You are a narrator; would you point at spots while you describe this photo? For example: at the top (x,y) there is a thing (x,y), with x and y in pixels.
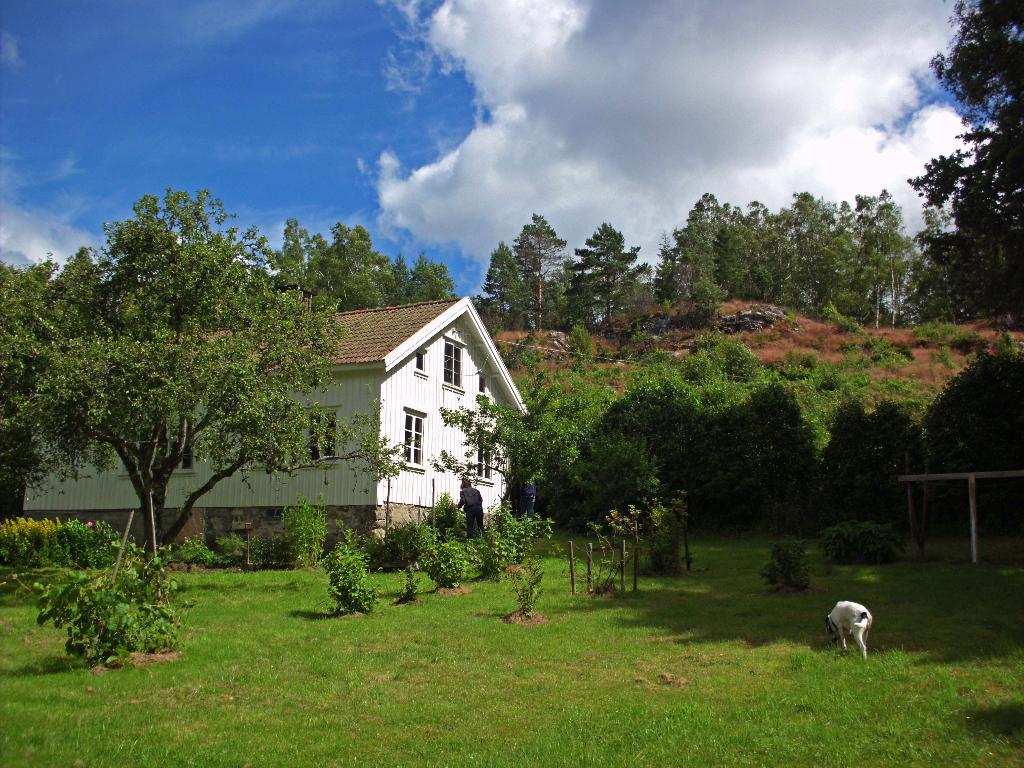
In this picture there is a building (385,319) and there are trees (982,372) and there is a person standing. In the foreground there is an animal (871,610) standing. At the top (387,14) there is sky (568,104) and there are clouds (477,119). At the bottom (407,711) there is grass (234,695).
